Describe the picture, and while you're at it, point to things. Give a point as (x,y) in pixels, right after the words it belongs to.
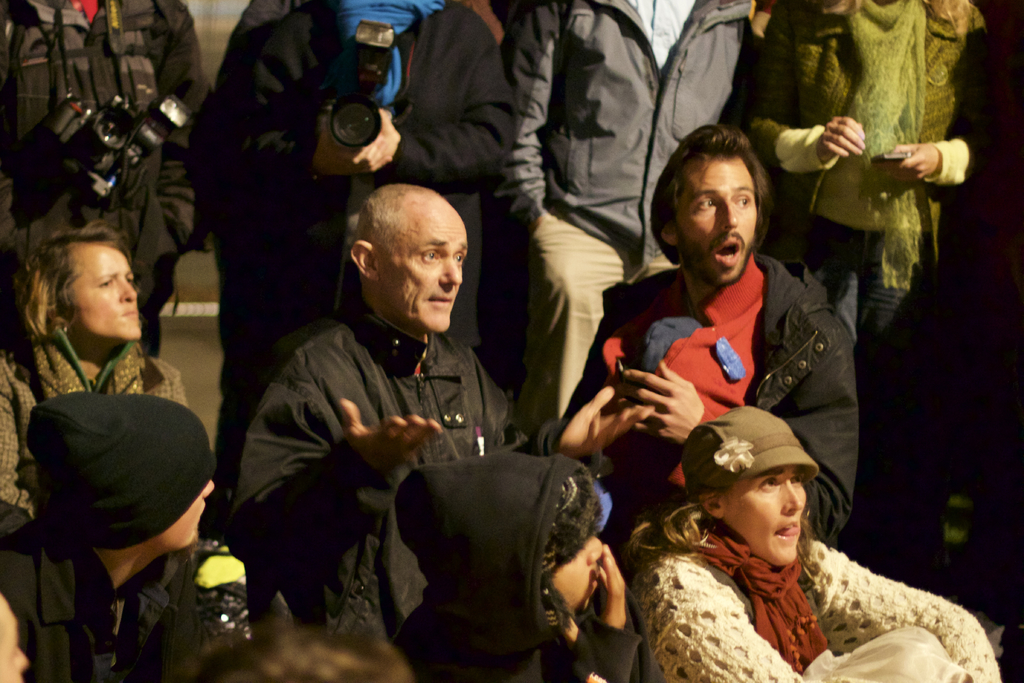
In the foreground of this image (520,502), there are few persons (617,437) sitting and standing. In the background (904,111), there are four persons (105,65) standing, among them two are wearing and holding cameras (362,105).
